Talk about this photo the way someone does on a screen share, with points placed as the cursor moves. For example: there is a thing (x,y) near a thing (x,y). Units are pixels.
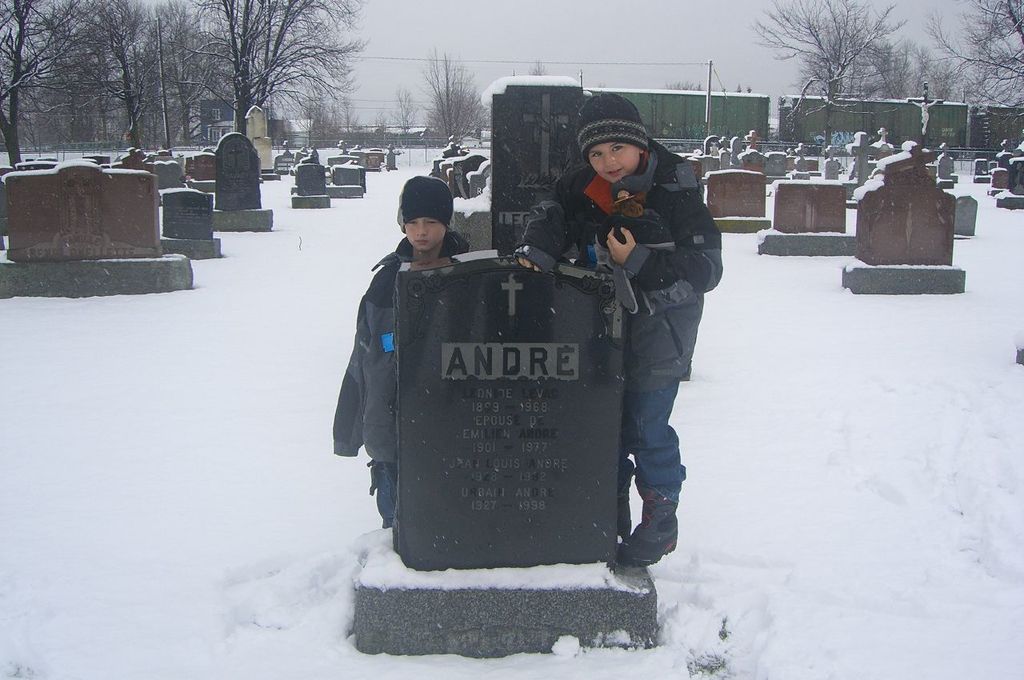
This picture is clicked outside. In the center (637,290) we can see the two kids (647,190) standing and we can see there is a lot of snow (295,239). In the background (926,220) we can see the cemetery (418,158), sculpture (920,103) of a person (922,124) and we can see the sky (522,39) and trees (876,54) and some other objects (727,120).
